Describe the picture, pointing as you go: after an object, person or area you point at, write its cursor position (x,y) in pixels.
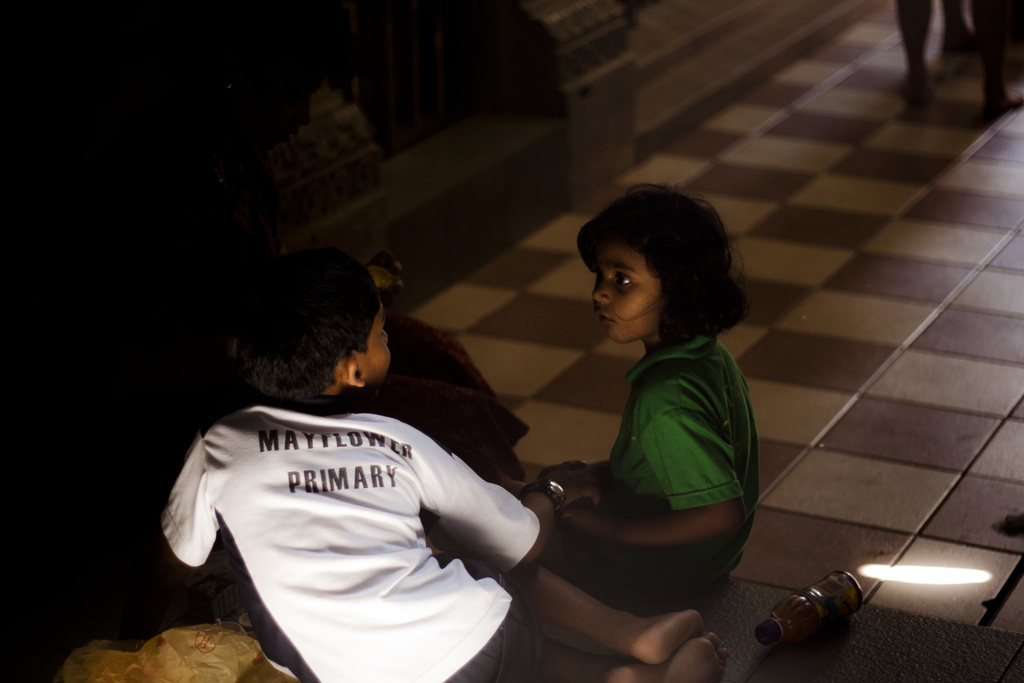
In this image we can see two kids (304,504) wearing white and green color dress (407,511) respectively sitting on floor (806,533) and we can see cover (155,645), bottle (806,624) and some other items (215,609) on floor (763,182) and in the background of the image (513,157) there is a wall (331,211).
